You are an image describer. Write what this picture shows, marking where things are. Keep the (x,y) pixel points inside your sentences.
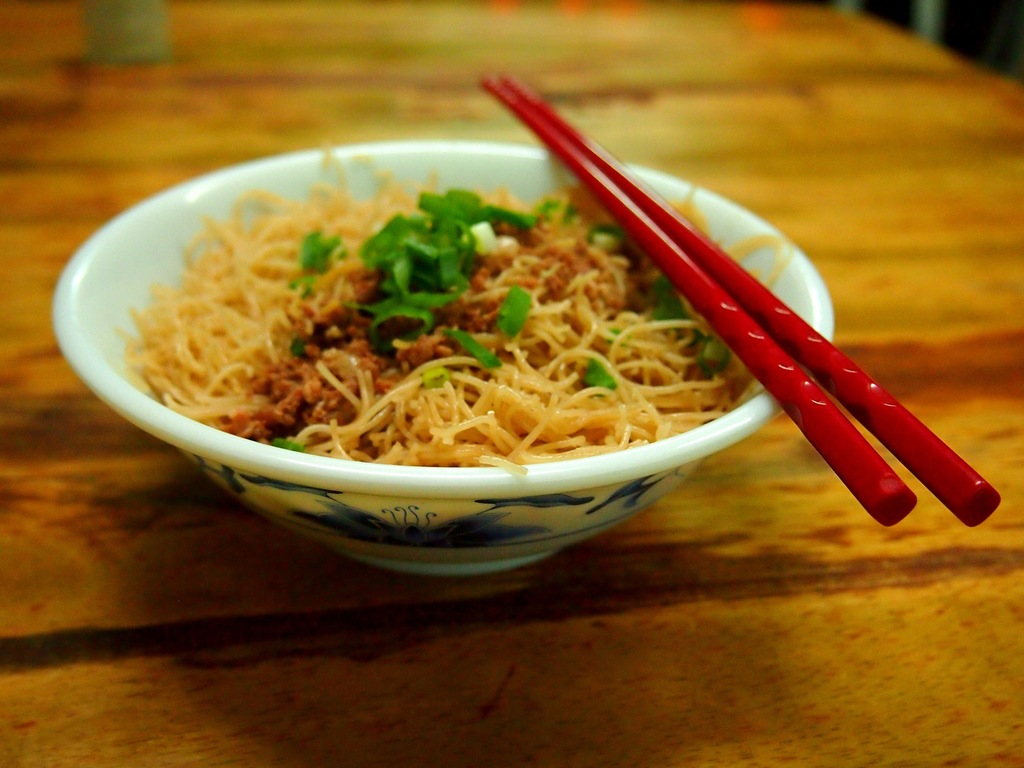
In this image there white bowl (427,485) which is filled with food (483,372) and there are red chop sticks (646,194) above the bowl (544,151) and this bowl (551,168) is placed on the table (815,568).
